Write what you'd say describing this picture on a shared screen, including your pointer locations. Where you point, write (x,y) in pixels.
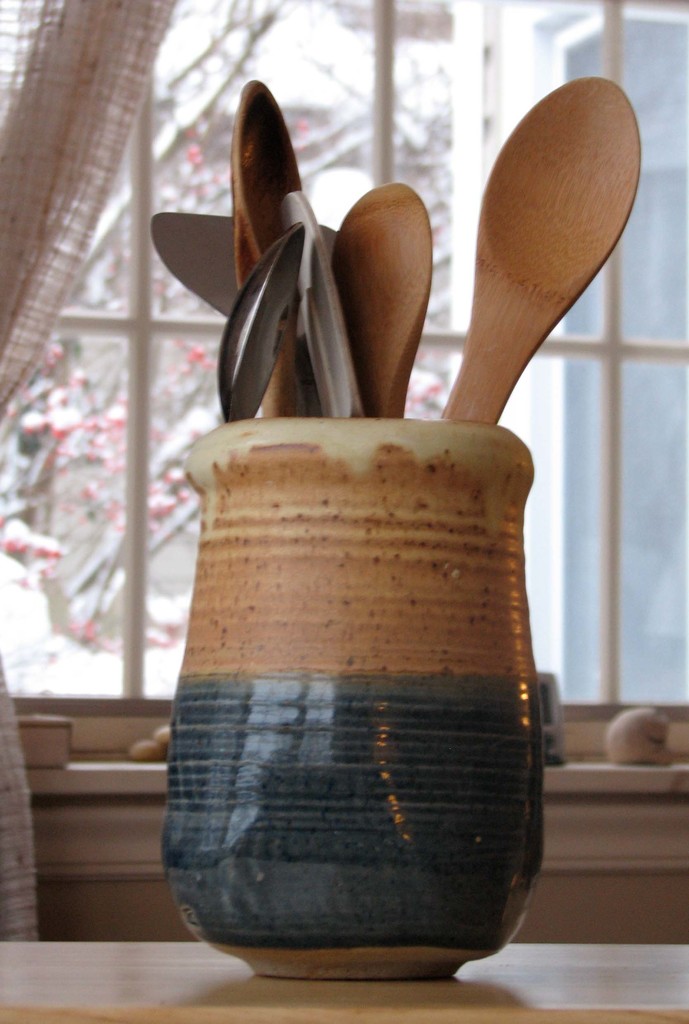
As we can see in the image there is window (683,91) and table (630,983). On table (658,964) there is flask (371,778). In flask (339,523) there are spoons (385,308). Outside the window (148,388) there is tree (256,38).
